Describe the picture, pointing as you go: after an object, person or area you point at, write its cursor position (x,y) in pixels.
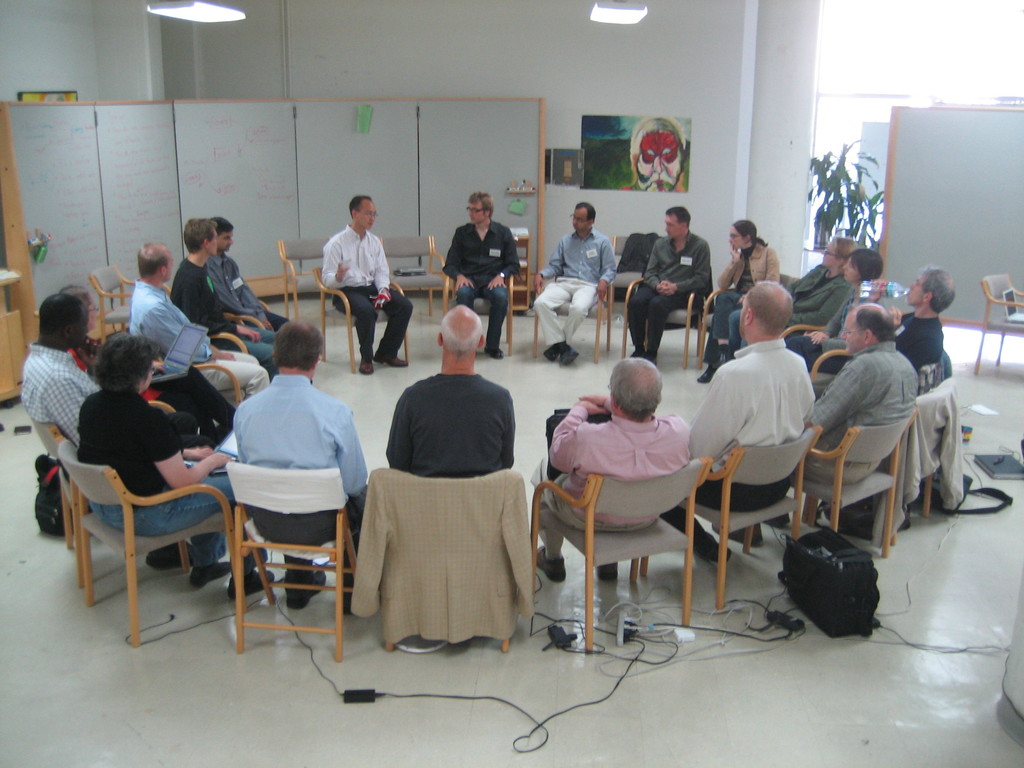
In the picture we can find a group of people (653,442) sitting on a chairs (624,497). In the background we can find a wall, a painting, plant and some lights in the ceiling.
